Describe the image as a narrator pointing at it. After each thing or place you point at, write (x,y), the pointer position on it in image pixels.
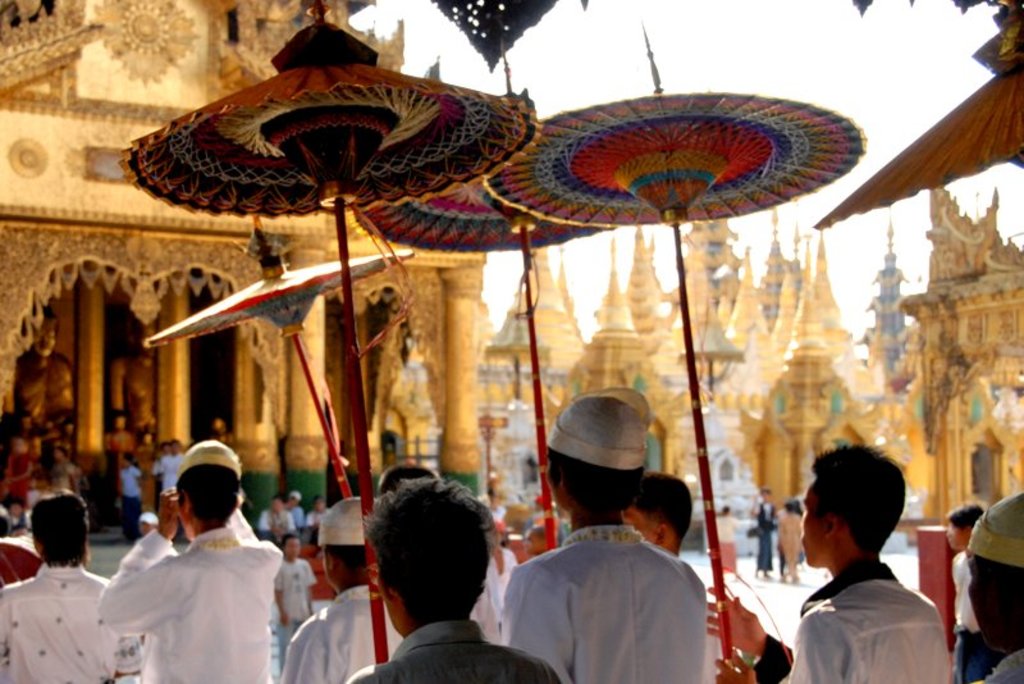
In this image I can see number of persons (559,567) are standing and few of them are holding few objects (374,617) in their hands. In the background (523,524) I can see few persons (786,575), few buildings (754,347) which are gold in color and the sky (964,83).
